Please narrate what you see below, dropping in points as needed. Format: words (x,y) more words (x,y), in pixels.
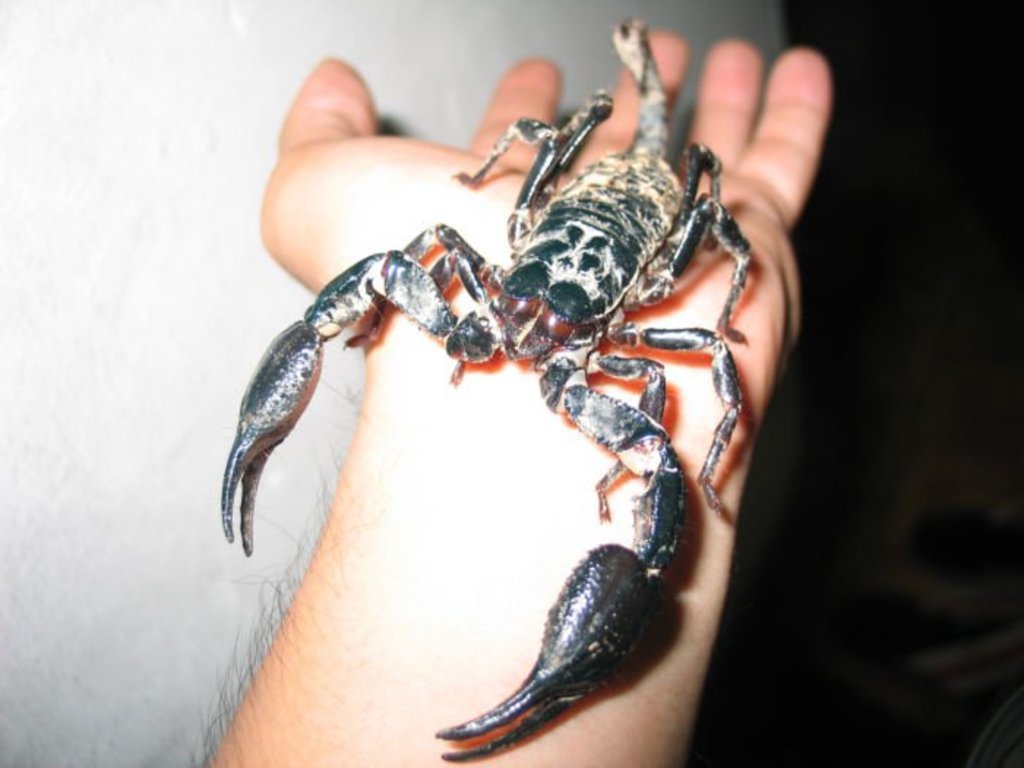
In the picture I can see a Scorpion (526,336) on a person's hand (668,111). The right side of the image (867,468) is dark and on the left side of the image (209,224) in the background (192,509) we can see a white color wall (227,410).
